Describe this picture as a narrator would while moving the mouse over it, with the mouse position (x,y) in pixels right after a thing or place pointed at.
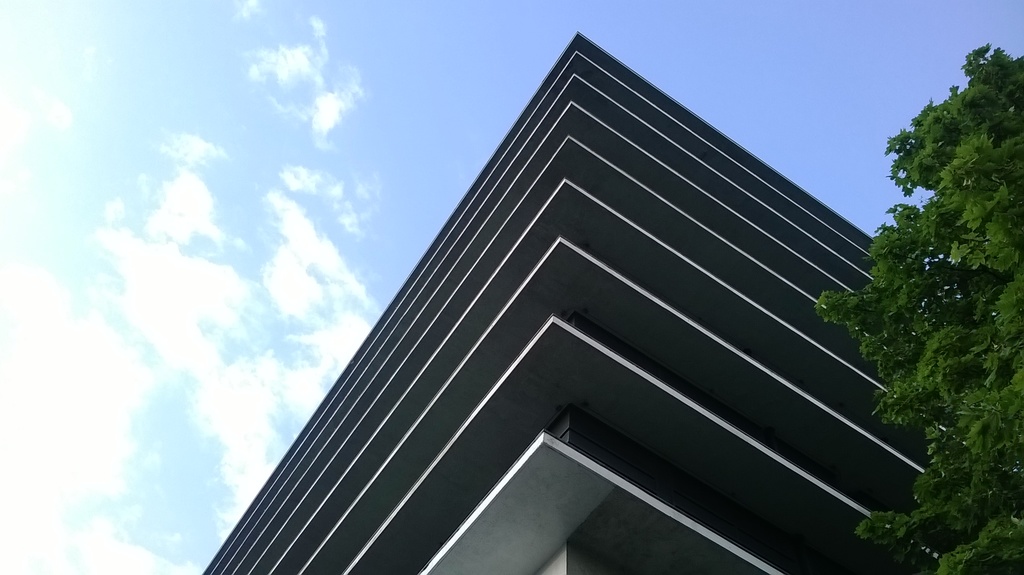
In this picture, we see a building (560,348) in grey color. On the right side (852,324), we see a tree (935,402). On the left side (340,103), we see the clouds (336,120). At the top (348,155), we see the sky (141,69), which is blue in color.
